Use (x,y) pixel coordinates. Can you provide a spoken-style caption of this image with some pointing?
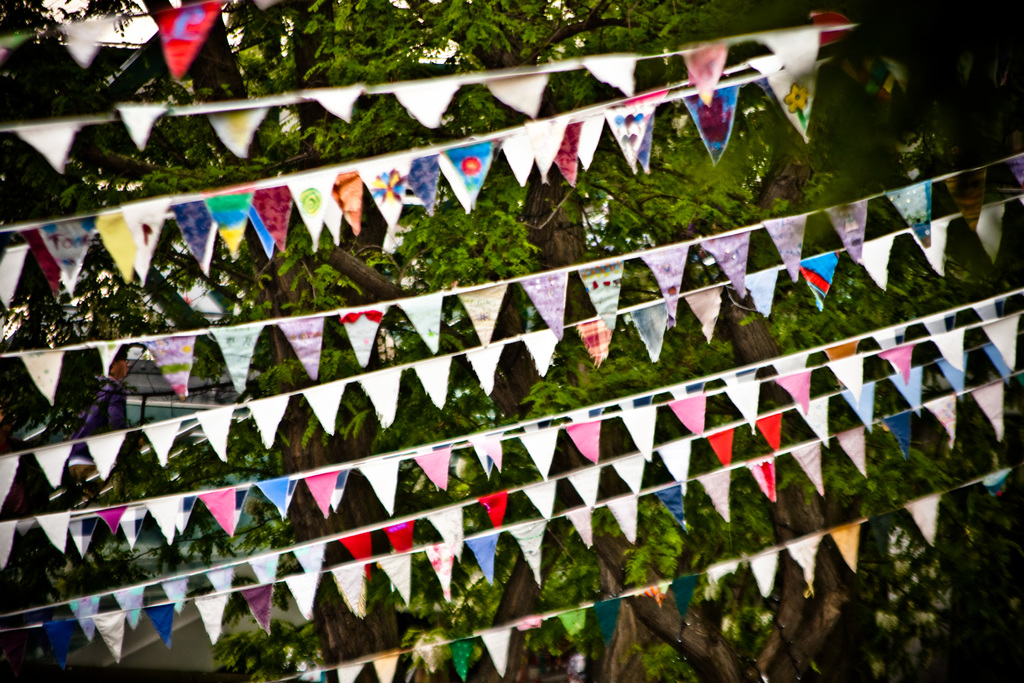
These are the paper decoration items (536,361) and these are the trees (523,246) behind them.
